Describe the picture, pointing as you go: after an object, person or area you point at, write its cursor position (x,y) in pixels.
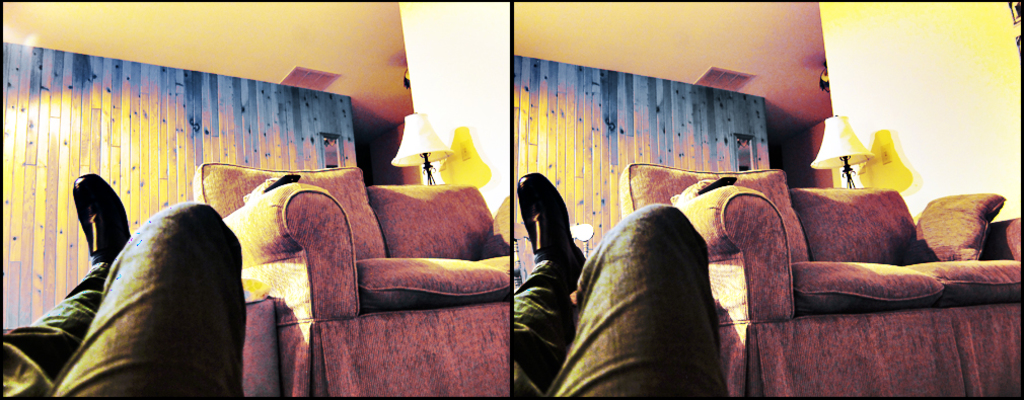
The picture is divided into two equal halves where both are same, a guy (153,267) is sleeping and a brown sofa (366,255) is next to him and in the background (847,139) we observe lamps (850,151) and there is a blue color wall (330,112) in the background (569,110).
